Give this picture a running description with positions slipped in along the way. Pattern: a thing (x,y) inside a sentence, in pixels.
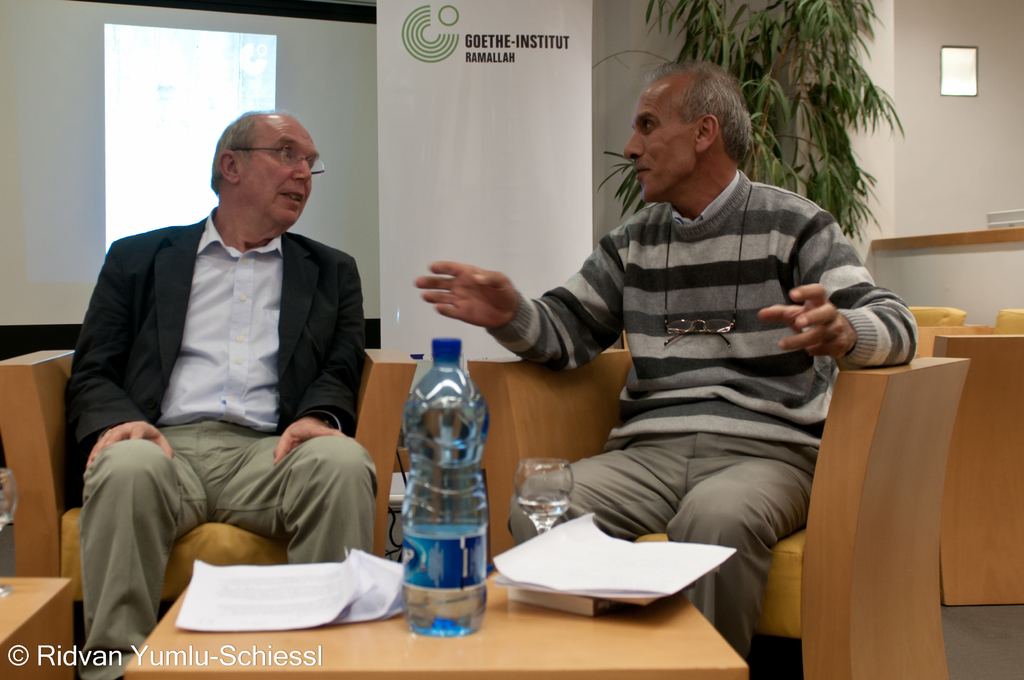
In this image there are two persons (723,359) sitting on a chair (552,453) having conversations with each other. In the background (786,39) there is a wall (973,320), plant (814,94), and empty chairs (968,335), window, on the pillar (496,74) there are words (483,53) written as goethe-institut. In the front (468,652) on the table (525,646) there are papers (589,587) and water bottle (464,497) with a glass (549,493).
